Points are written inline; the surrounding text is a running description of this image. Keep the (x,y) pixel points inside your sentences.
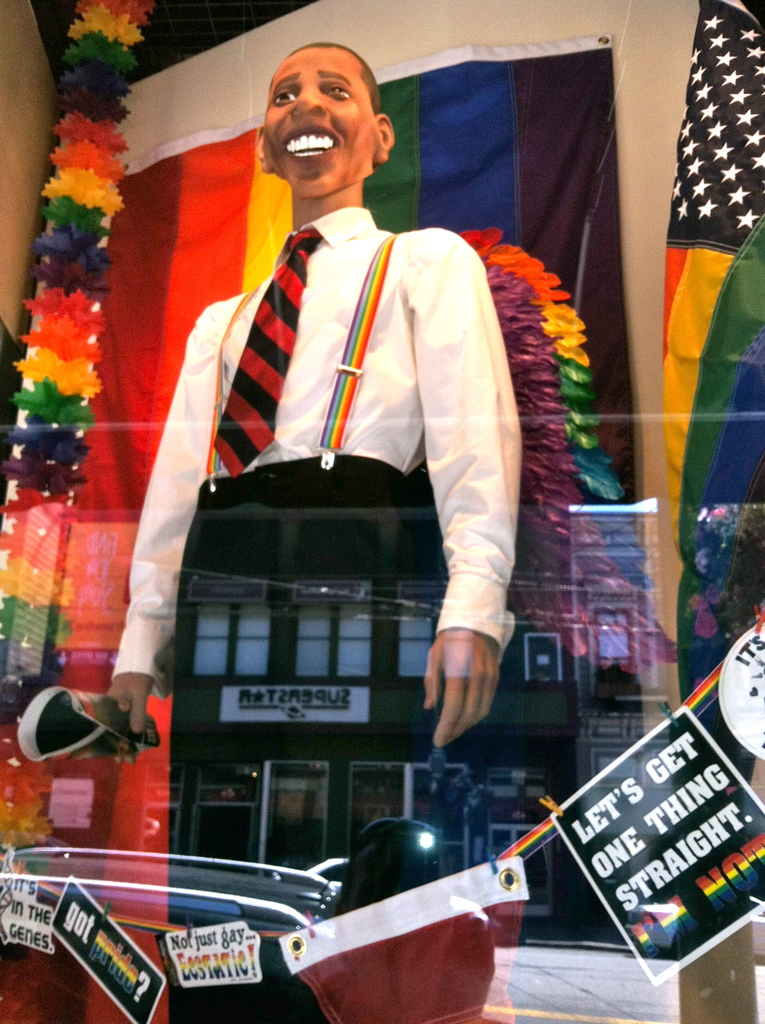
In this picture there is a statue (409,513) of a man (334,743) holding a poster (26,750). We can see posters (744,796), cloth (426,954) and objects (19,935). In the background of the image (613,150) we can see flags (574,245), wall (614,60) and decorative items (53,184).
